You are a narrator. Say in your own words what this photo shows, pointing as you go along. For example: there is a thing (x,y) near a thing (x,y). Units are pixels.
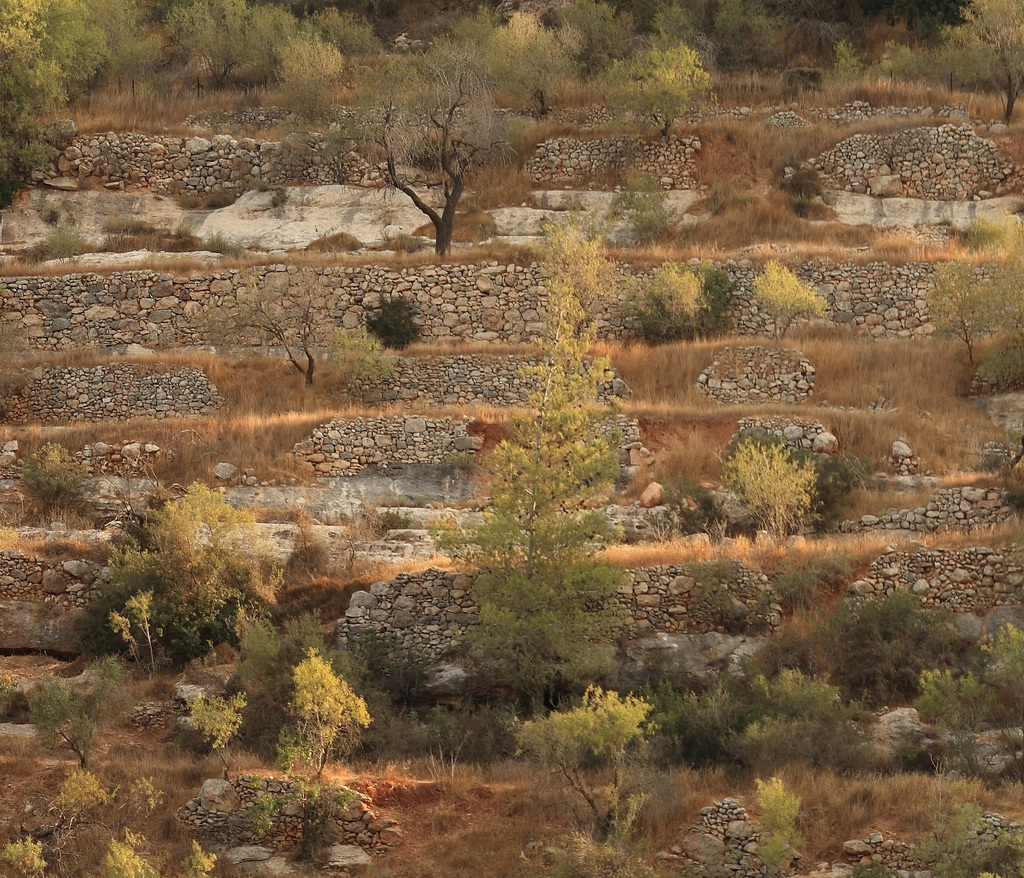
In this picture we can see few trees (372,322) and rocks (483,373).
